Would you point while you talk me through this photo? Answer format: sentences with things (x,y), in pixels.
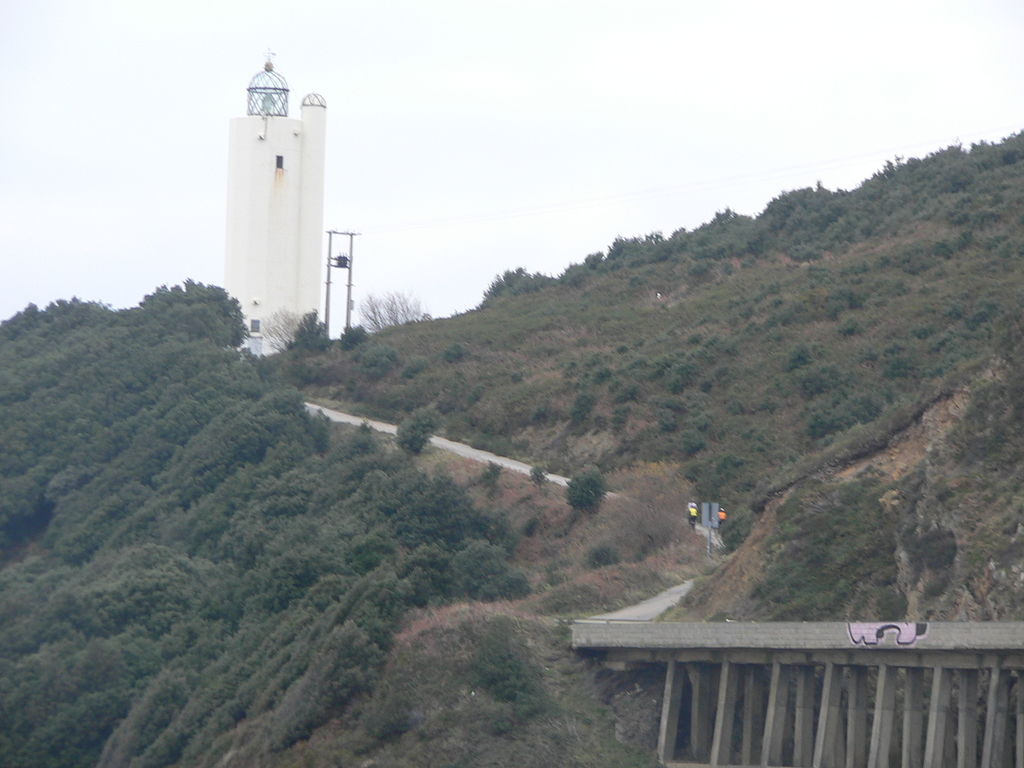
In the top left of the image (262,84) there is a tower (228,246). There are trees (200,414). There is a road (636,620). There is a bridge (680,650).
